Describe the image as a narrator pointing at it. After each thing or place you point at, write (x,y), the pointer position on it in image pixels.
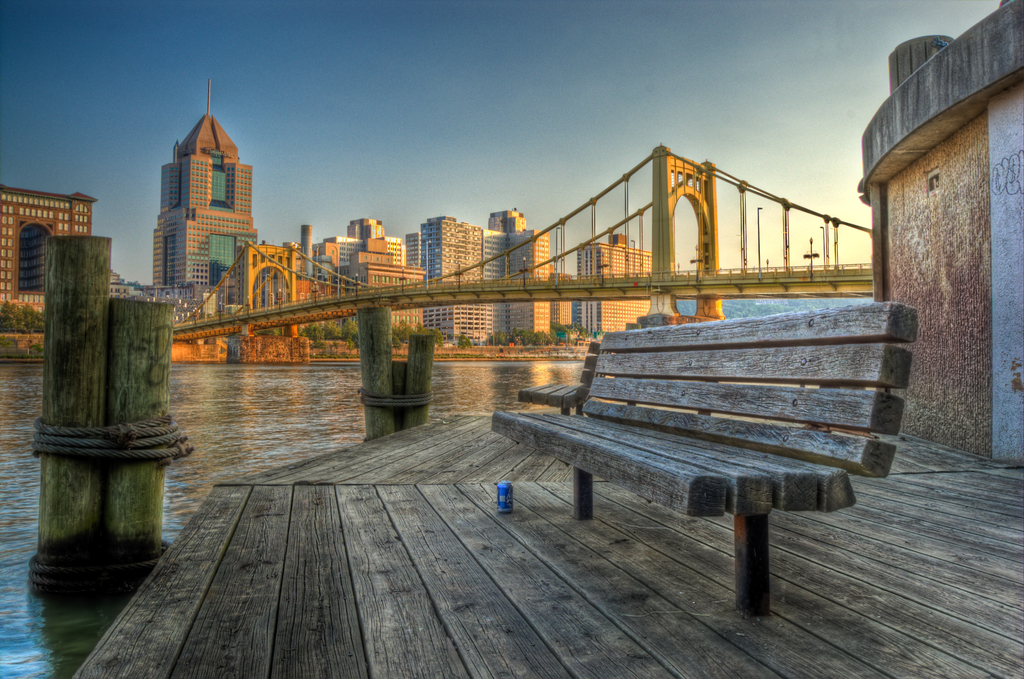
This is the picture of the city (597,296). At the top (626,65) there is a sky (600,61), at the back (190,246) there are buildings (399,249) and trees (420,327), at the left (239,420) there is a water (249,378) and at the front (681,357) there is a bench (745,371), at the bottom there is a tin (504,511).
